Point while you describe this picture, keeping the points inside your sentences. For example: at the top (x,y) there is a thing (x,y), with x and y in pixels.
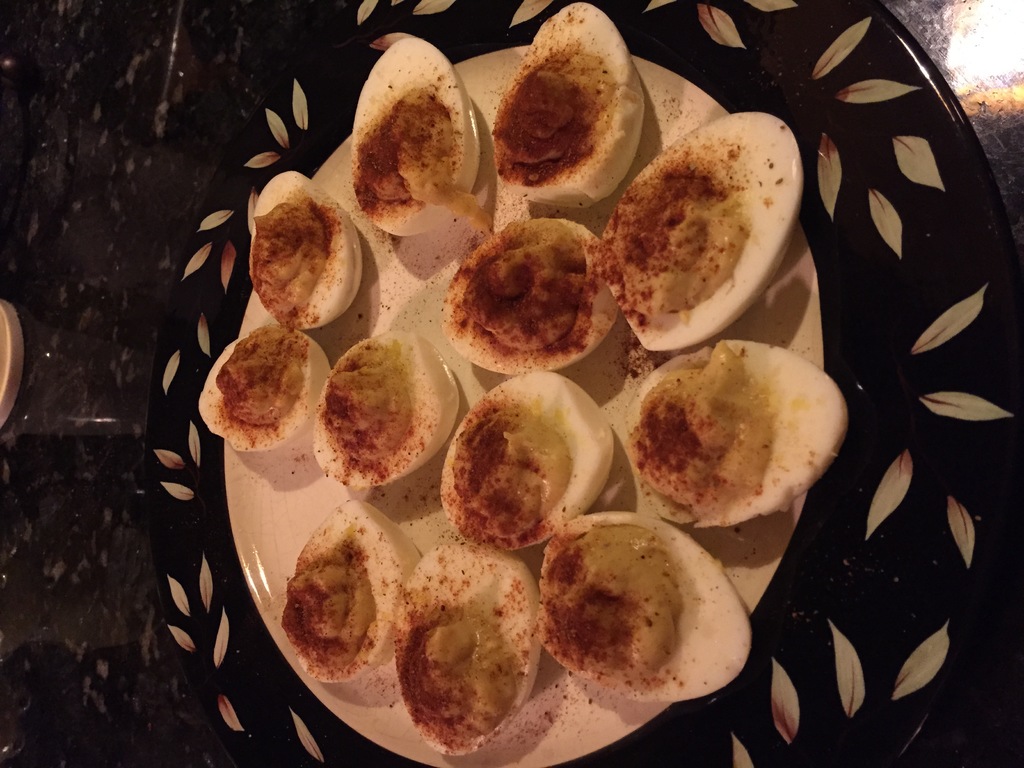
In this image I can see the black colored surface (104,137) and on it I can see a plate (311,131) which is black and white in color and on the plate (228,501) I can see few pieces of eggs (454,608) and on them I can see some red chili powder (419,132).
